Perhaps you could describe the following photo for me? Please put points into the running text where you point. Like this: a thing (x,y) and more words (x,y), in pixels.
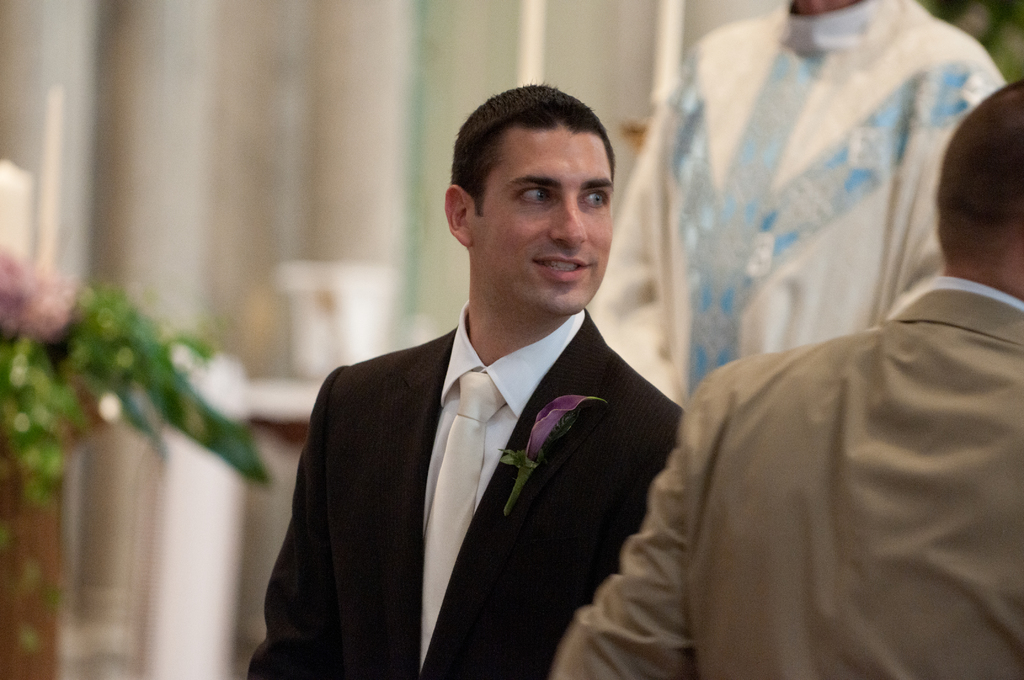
In this image I can see few people (718,349) wearing different color dresses (561,492). Back I can see a plant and white background (322,68). It is blurred.
